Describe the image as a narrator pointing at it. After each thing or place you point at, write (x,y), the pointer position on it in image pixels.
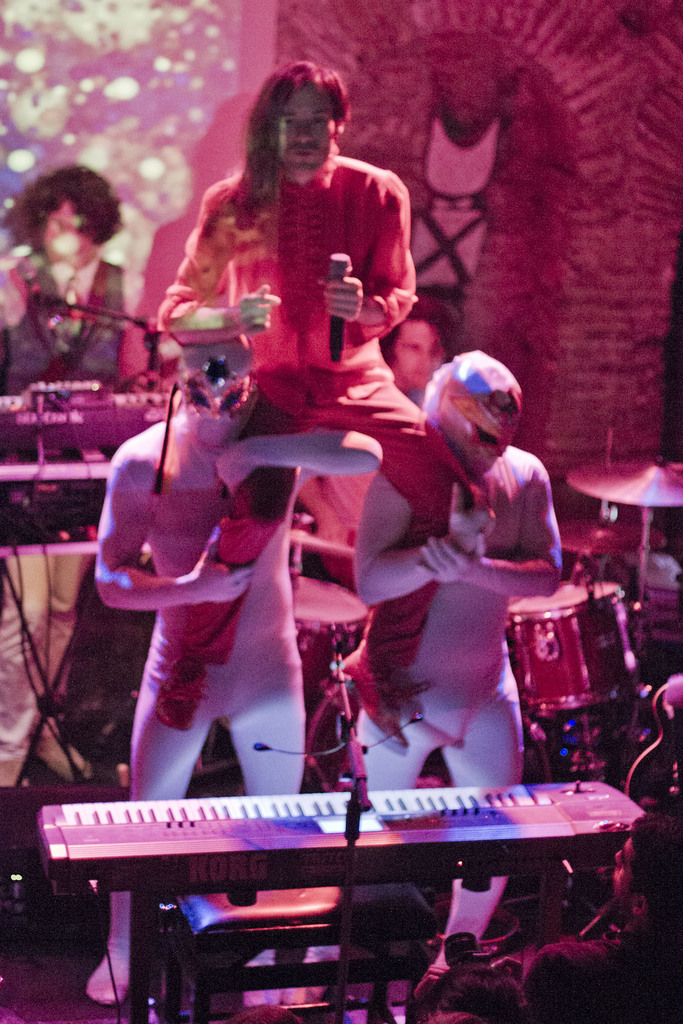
In this picture I can see group of people (486,610), there are musical instruments (544,705), there are two persons (382,514) standing and holding the legs (406,476) of a person (322,285) and the person (322,285) is holding a mike (344,272), there are mikes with the mikes stands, there is a stool (371,1007), there are drums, cymbals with the cymbals stands (644,573), and in the background (145,90) it is looking like a screen (159,76).
